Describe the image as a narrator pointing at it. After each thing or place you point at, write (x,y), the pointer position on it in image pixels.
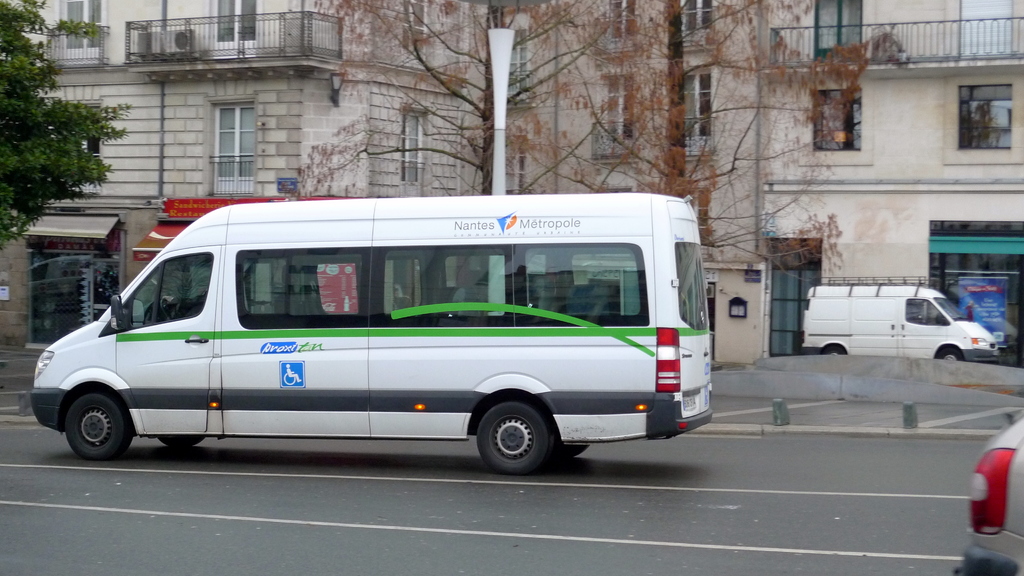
In this picture we can see white vehicles (187,408) on the road (399,455) with trees (6,98) and houses (404,10) on either side.
